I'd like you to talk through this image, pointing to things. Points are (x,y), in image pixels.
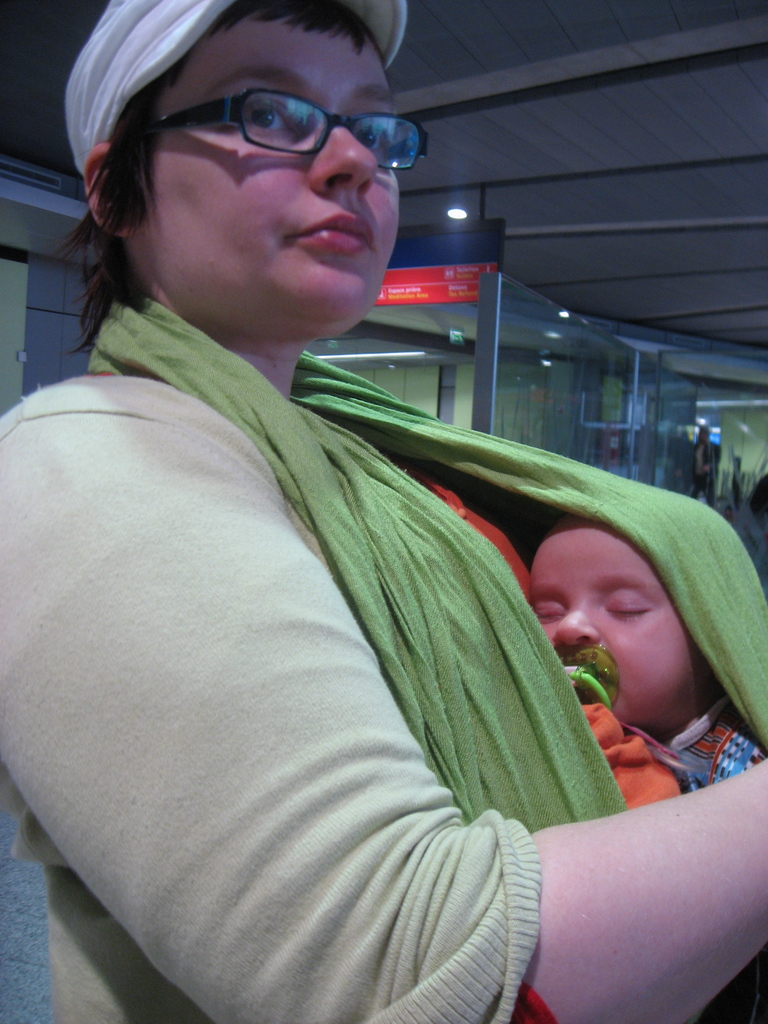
In this picture I can see there is a woman (416,407), she is standing and wearing a green scarf (228,377), a sweater (326,700) and spectacles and there is a baby (630,657) and the baby (623,670) is sleeping and in the backdrop (578,364) there is a glass door (508,356) and there is a board (386,297) attached to the ceiling (458,219) and there are few lights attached to the ceiling (613,268).
